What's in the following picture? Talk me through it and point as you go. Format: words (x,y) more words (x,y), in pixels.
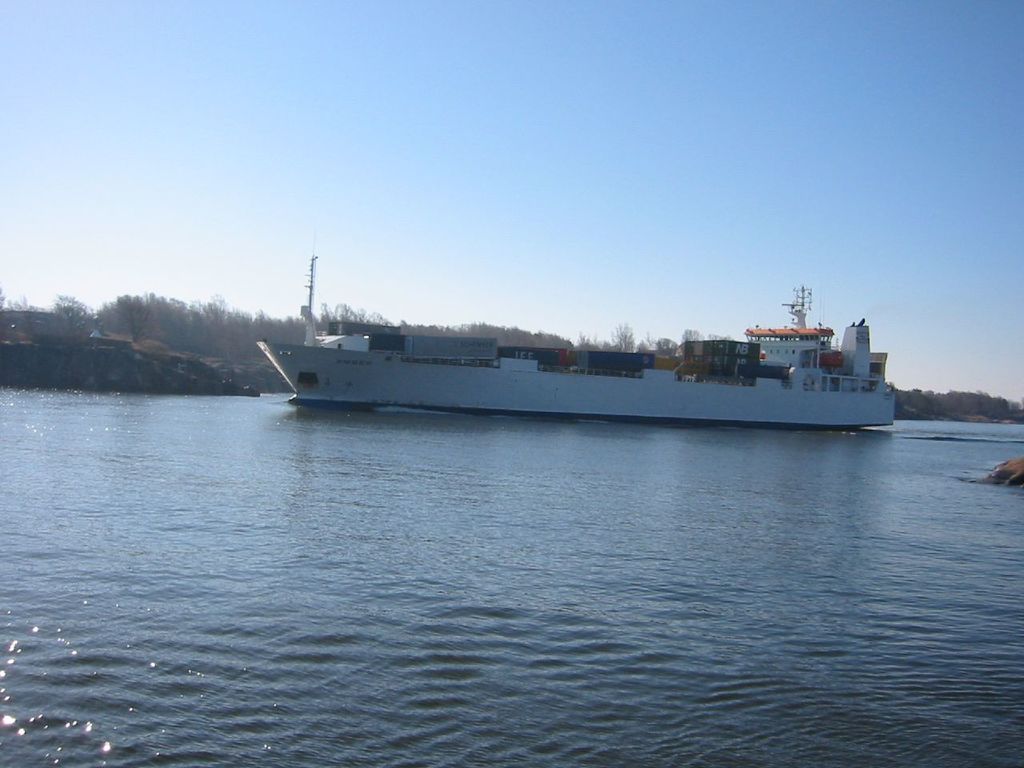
In this image we can see a ship (586,418) on the water (273,405), rocks (93,365), trees (193,338) and sky (551,194).
